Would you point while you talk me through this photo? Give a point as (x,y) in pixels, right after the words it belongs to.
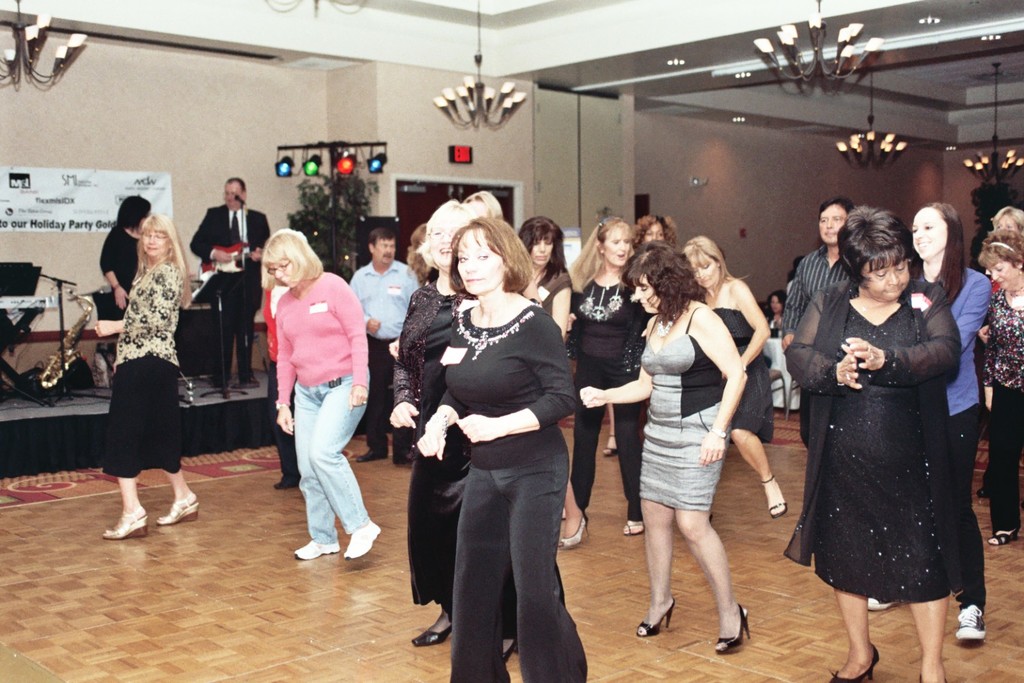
In the picture we can see a few women (571,643) are dancing on the floor (684,675) and beside them, we can see two people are playing some musical instruments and beside them, we can see an exit door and to the ceiling (142,12) we can see some lights (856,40) and chandeliers (872,44).
